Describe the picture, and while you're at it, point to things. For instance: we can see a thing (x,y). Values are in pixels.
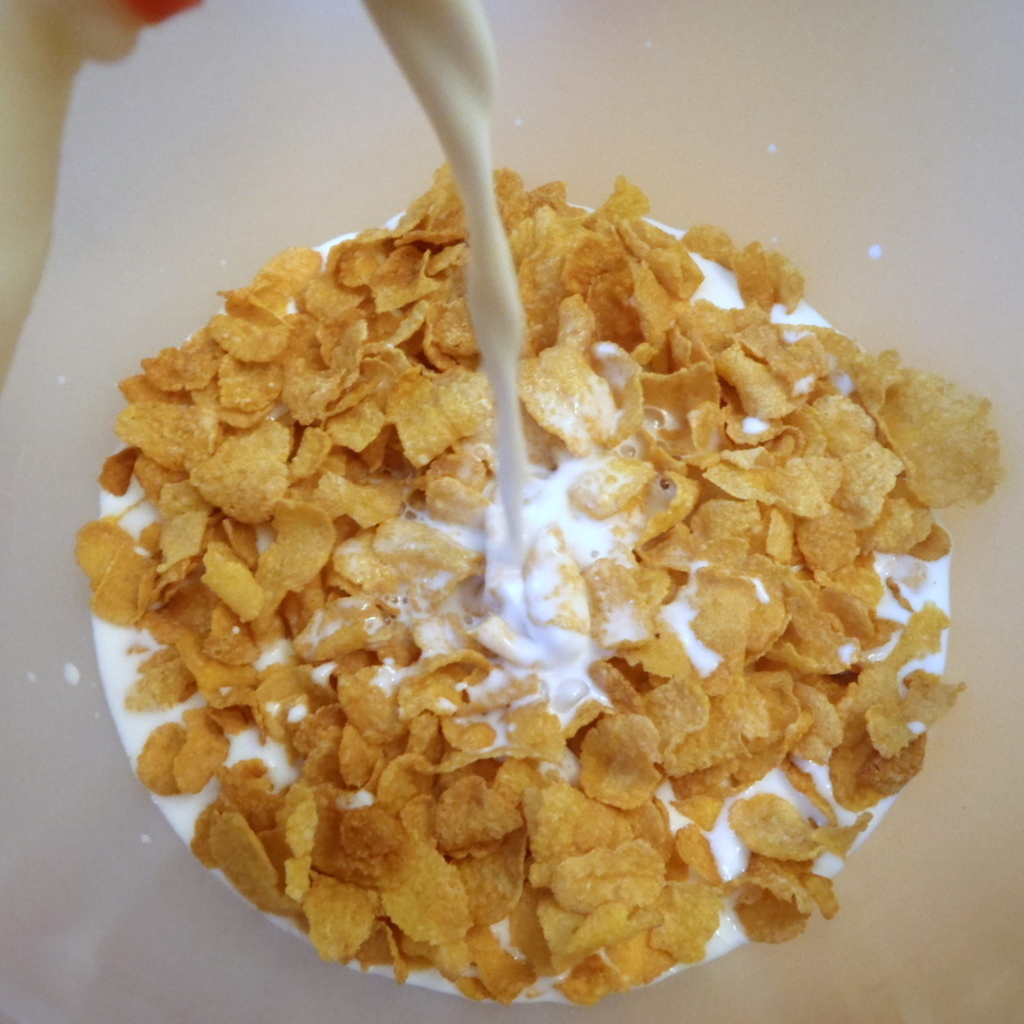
In this image we can see some food (377,384) in an object (434,548), which looks like a bowl (718,53) and also we can see the milk (502,339).
